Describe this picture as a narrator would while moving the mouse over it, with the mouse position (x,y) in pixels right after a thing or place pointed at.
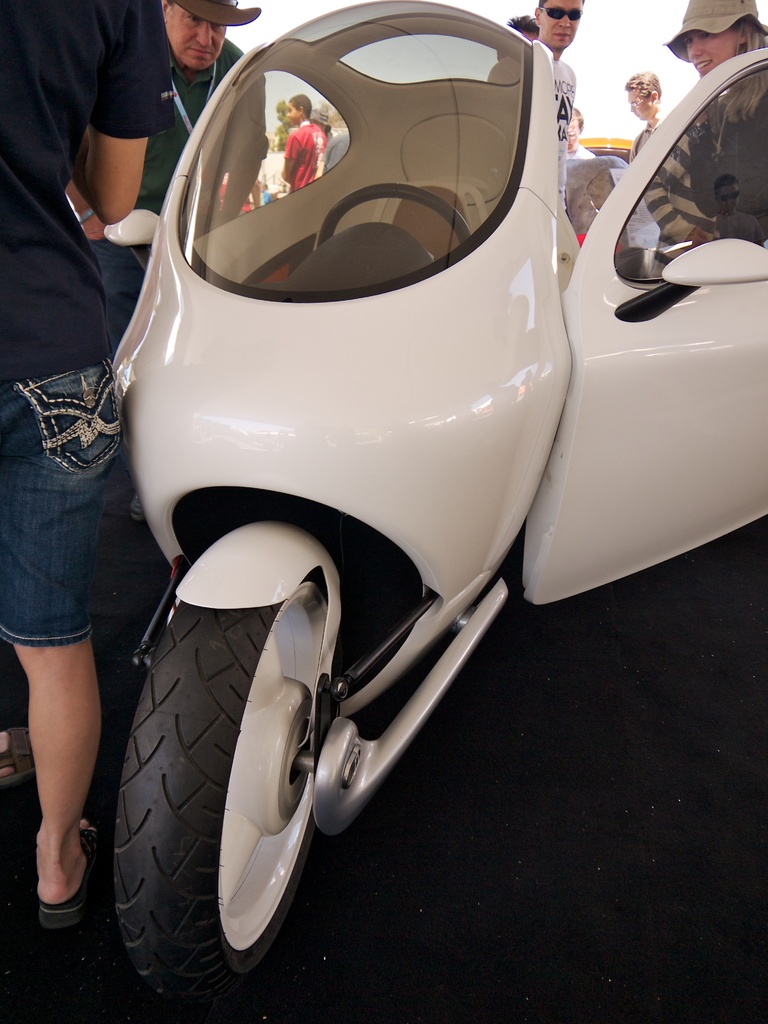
In this image I can see the black colored surface (529,924) and on it I can see a vehicle (452,463) which is white and black in color and number of persons (5,363) standing. In the background (611,6) I can see few trees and the sky (673,92).
